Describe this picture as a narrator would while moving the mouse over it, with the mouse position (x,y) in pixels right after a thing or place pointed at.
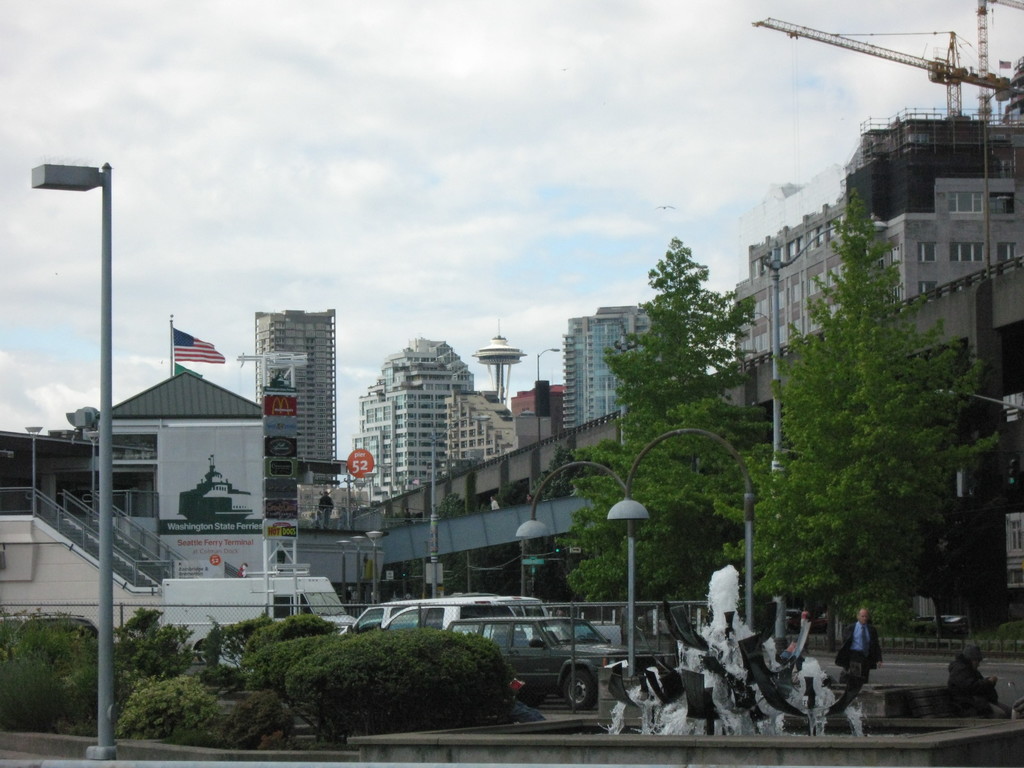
In the foreground of the picture (179,690) we can see plants (346,676), street light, fountain (660,703) and various objects (614,605). In the middle of the picture (448,395) we can see buildings (528,419), trees (682,406), bridge (484,475), cars (232,584) and other objects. At the top right corner (957,68) we can see crane (1007,81) and iron frames (970,110). At the top (387,125) there is sky (545,199).
